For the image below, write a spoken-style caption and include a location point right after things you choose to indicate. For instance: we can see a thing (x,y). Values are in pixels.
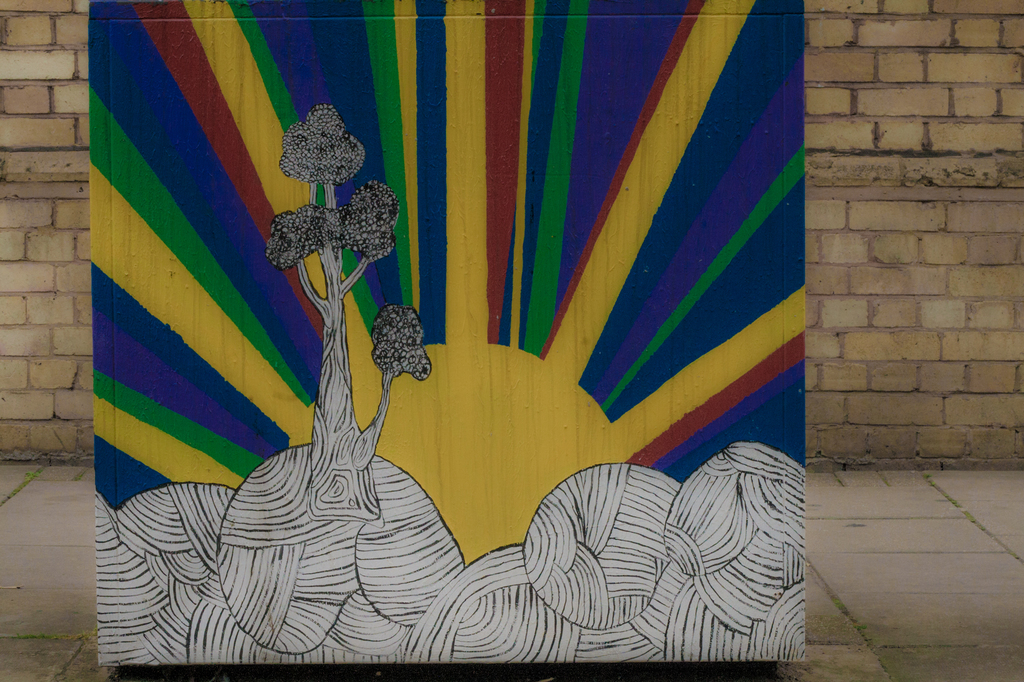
In this image we can see an object (490,364). There is a painting (352,391) on the object (411,457). There is a wall (909,244) behind the object (482,410).
